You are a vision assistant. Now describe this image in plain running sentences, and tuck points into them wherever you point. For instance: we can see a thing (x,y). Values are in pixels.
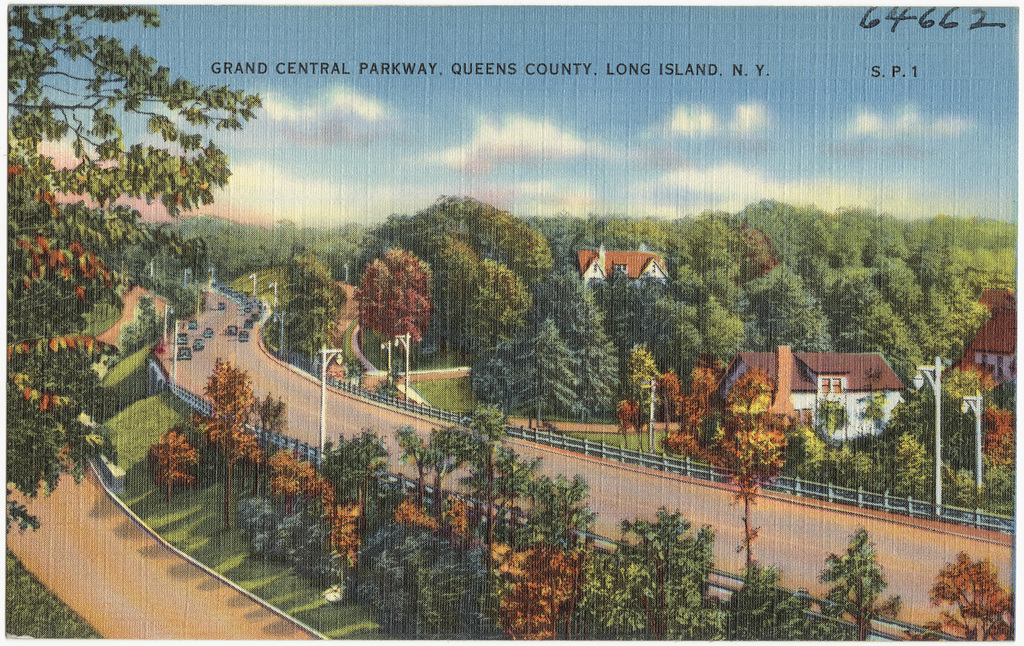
It is a painted image in this there are trees (449,441), roads (296,389), houses (864,389). At the top (520,134) it is the sky (564,125) and there is the matter (306,70) in black color.
